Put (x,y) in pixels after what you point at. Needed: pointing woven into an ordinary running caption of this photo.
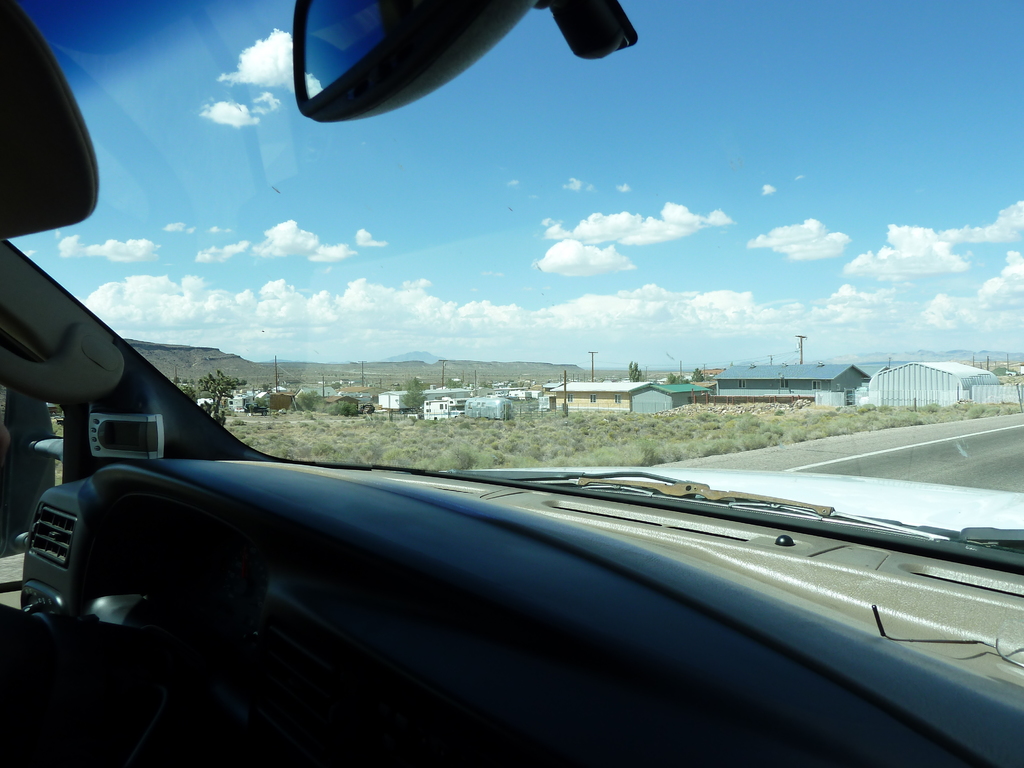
In this image I can see inside view of a vehicle (651,555). In the background (1009,405) I can see a road (1003,417), an open grass ground (962,417), number of buildings (605,396), number of poles (565,412), few trees (211,410), clouds (503,322) and the sky (544,224).
